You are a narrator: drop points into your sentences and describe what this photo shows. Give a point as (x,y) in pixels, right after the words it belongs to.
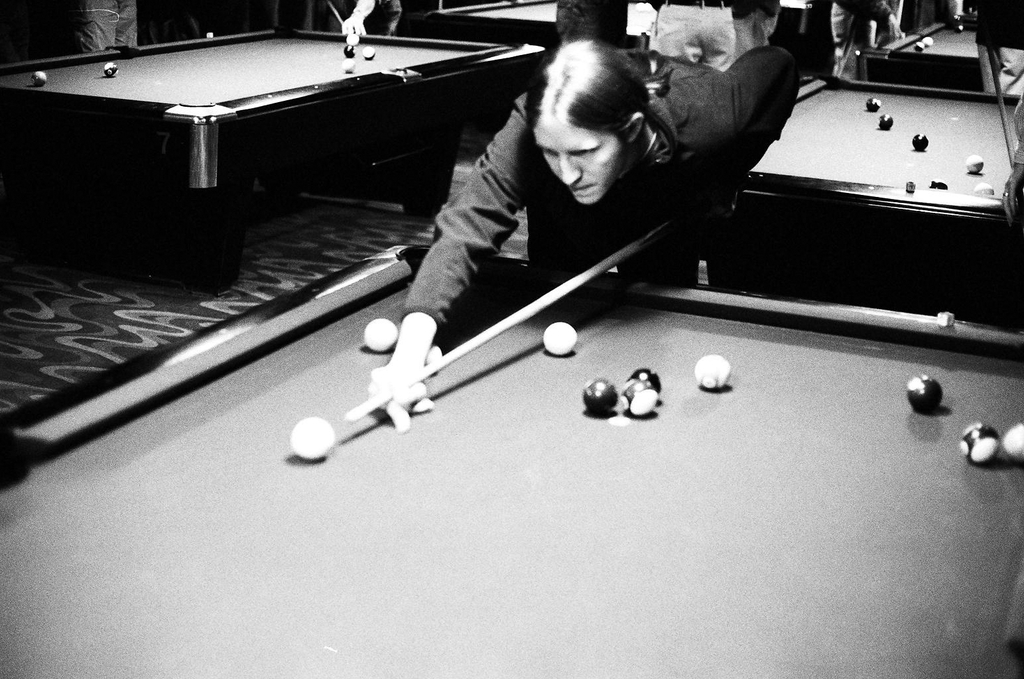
In the picture we can see a woman (428,319) playing a 8 ball pool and we can also see the ball pool table (362,344) and balls (376,346) with stick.
